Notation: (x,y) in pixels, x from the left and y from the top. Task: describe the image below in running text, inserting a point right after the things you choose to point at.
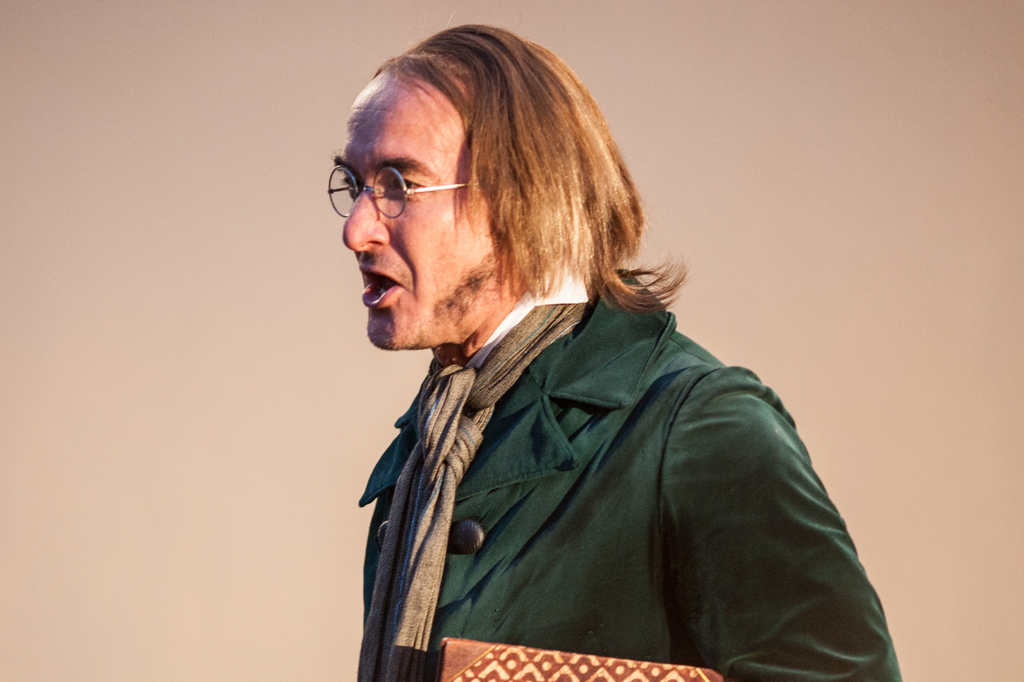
In the image we can see there is a person (521,357) standing. He is wearing green colour jacket (605,470) and scarf (469,446) around his neck (468,342).
